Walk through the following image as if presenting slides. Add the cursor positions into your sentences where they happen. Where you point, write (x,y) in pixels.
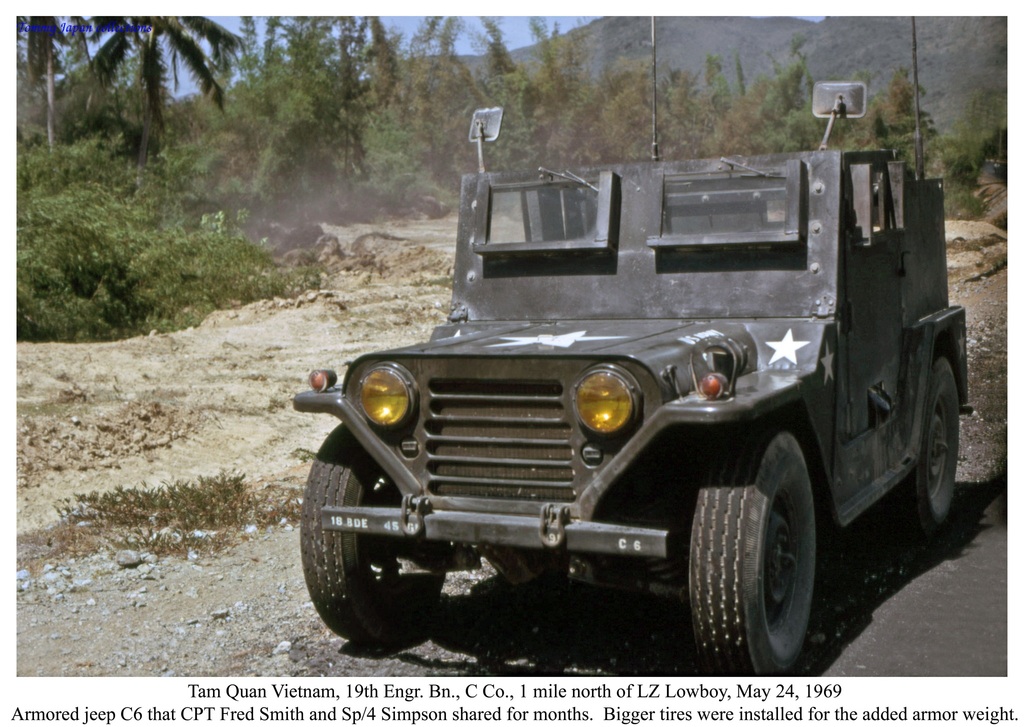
In this image, we can see a vehicle (783,473) is parked on the road (619,631). Background (375,319) we can see ground (230,399), plants (215,272), trees (562,84), hills (762,57) and sky (282,19). At the bottom of the image (555,713), we can see some information (602,702).
